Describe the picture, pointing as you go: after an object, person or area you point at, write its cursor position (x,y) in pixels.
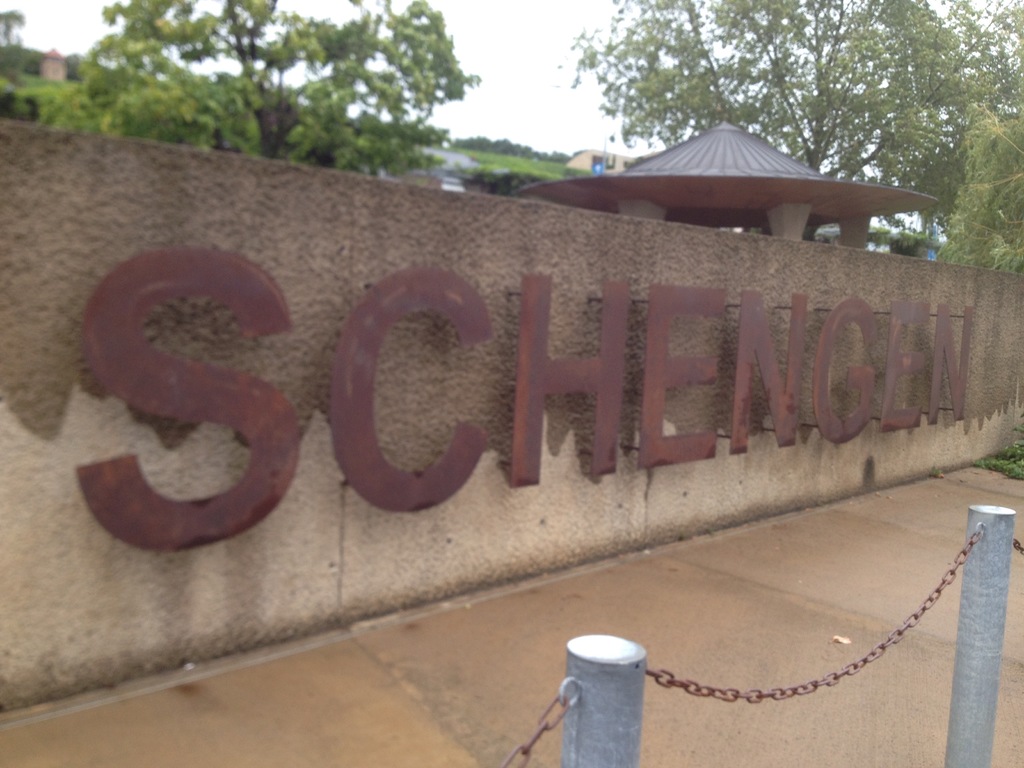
Here in this picture in the front (812,726) we can see chains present on poles (975,565), which are present on the ground (675,749) over there and in the middle (582,502) we can see a wall (310,278), on which we can see alphabets (527,371) designed over there and behind that we can see a shelter (745,207) present and we can also see plants (990,181) and trees (324,149) present all over there.
